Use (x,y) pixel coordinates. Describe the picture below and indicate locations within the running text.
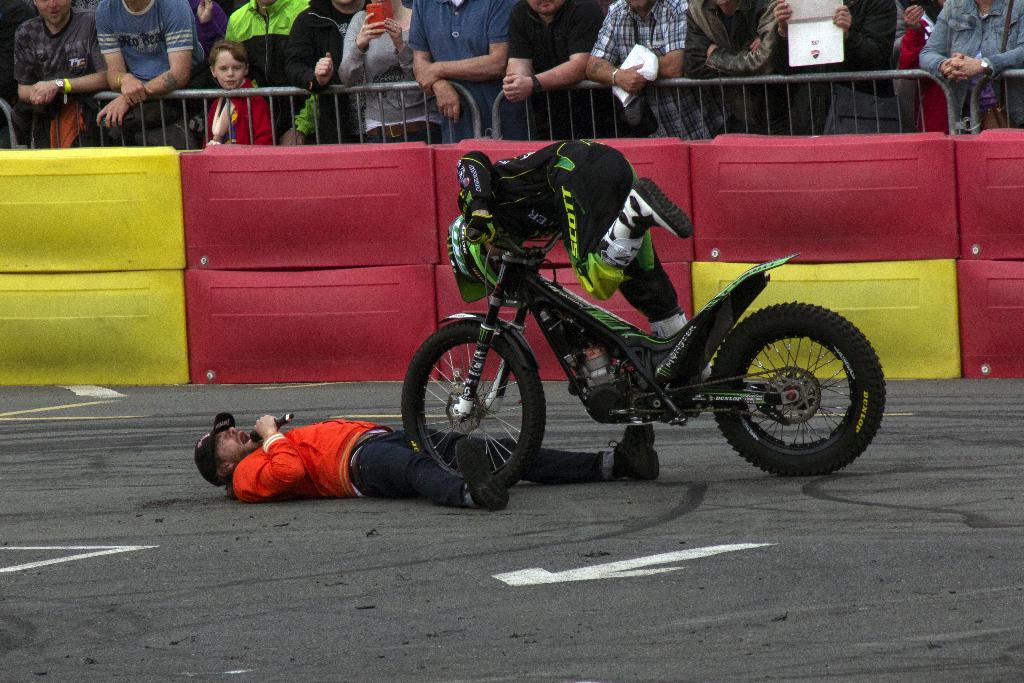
As we can see in the image there are group of people (437,55) standing and there is a man (581,186) wearing black color shirt (543,203) and riding motor cycle (659,343) and the man (362,478) who is laying on ground (241,532) is holding mic (278,425).
